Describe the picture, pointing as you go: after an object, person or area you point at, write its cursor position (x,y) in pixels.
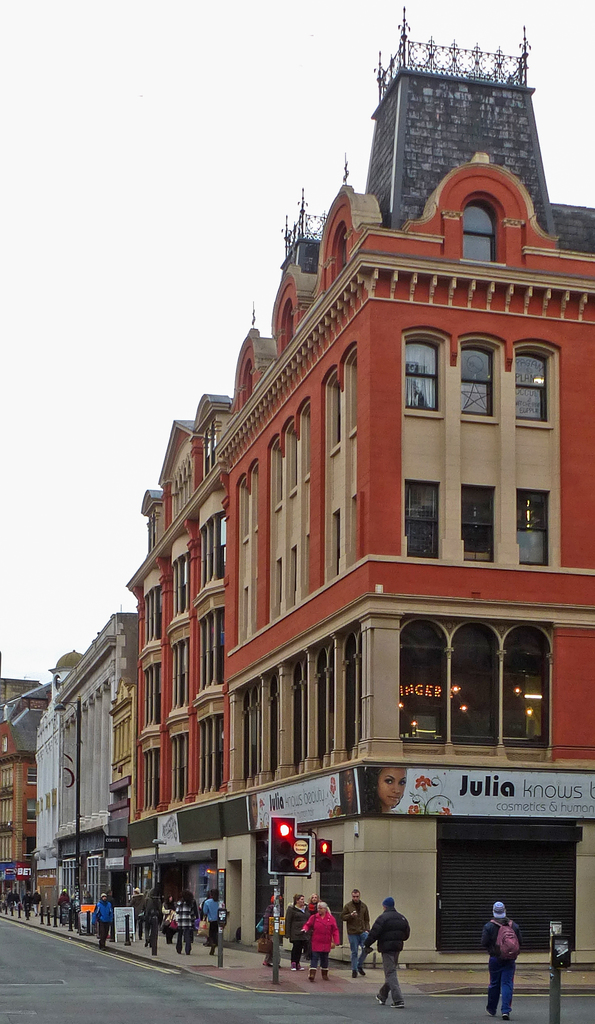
The picture is clicked outside a city (282,933). In the foreground of the picture (334,943) there are people (313,938), poles (219,955), signal (287,842), sign board (132,916) and road (160,971). In the center of the picture (346,517) there are buildings (574,520). Sky (210,338) is cloudy.
